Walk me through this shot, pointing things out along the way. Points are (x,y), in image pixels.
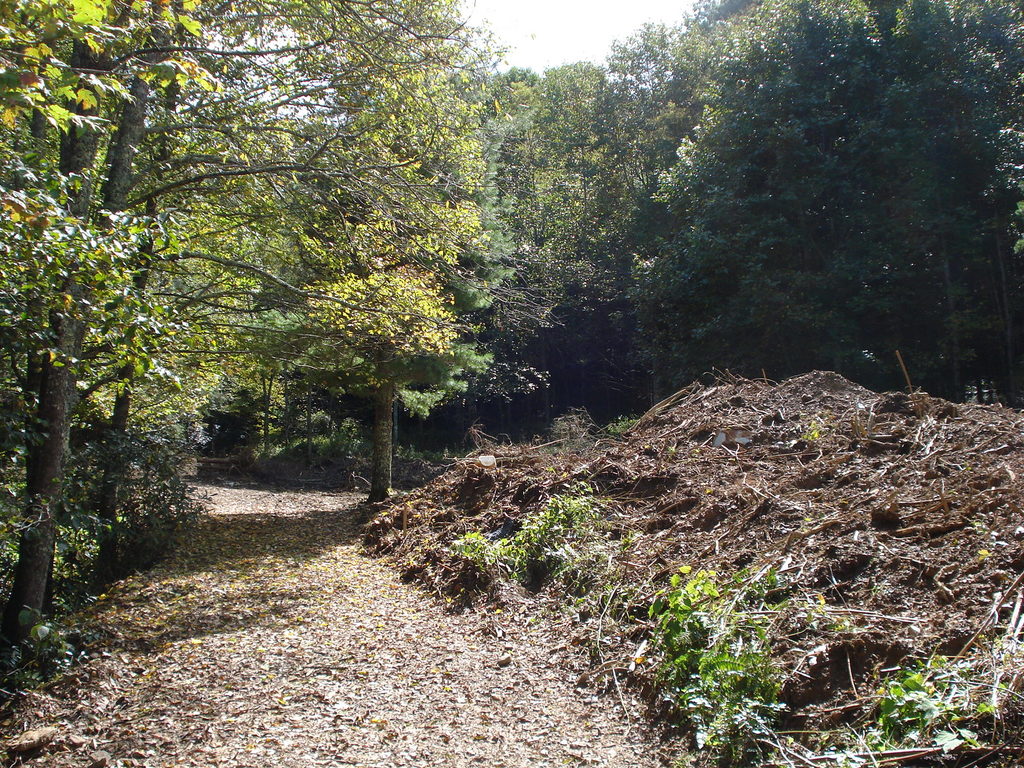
In the center of the image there is a road (197,660) with dry leaves (292,629). In the background of the image (728,235) there are trees (351,150).
